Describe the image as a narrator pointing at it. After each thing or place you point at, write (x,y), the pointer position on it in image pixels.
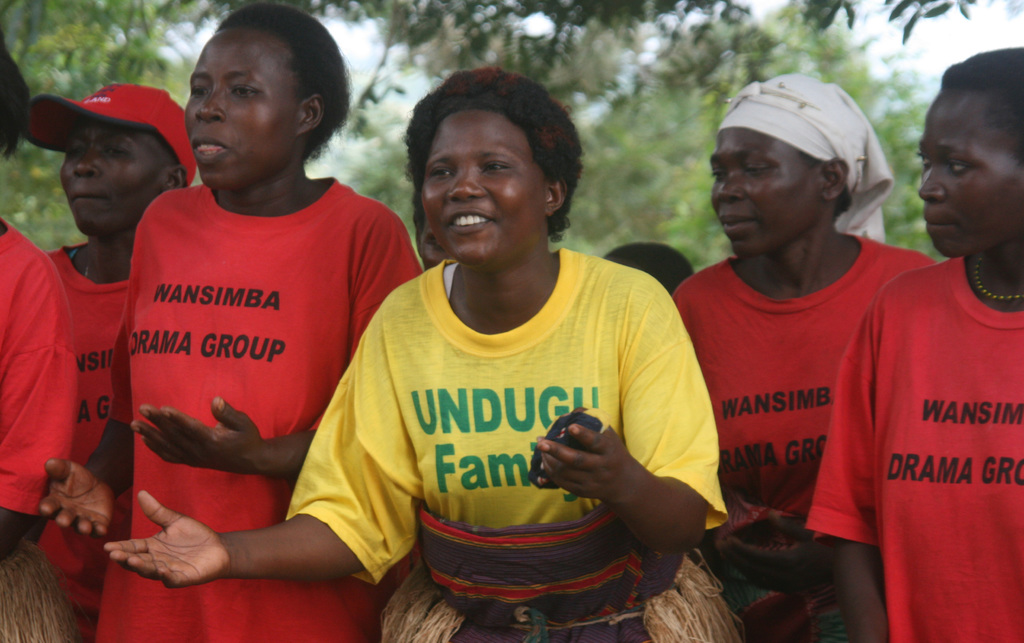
In this picture I can see there are some people (284,260) standing and the woman (654,423) is smiling and wearing a yellow shirt (520,375) and there are some others (342,302) wearing a red shirts (734,473) and in the backdrop (798,71) I can see there are some trees (647,52).
